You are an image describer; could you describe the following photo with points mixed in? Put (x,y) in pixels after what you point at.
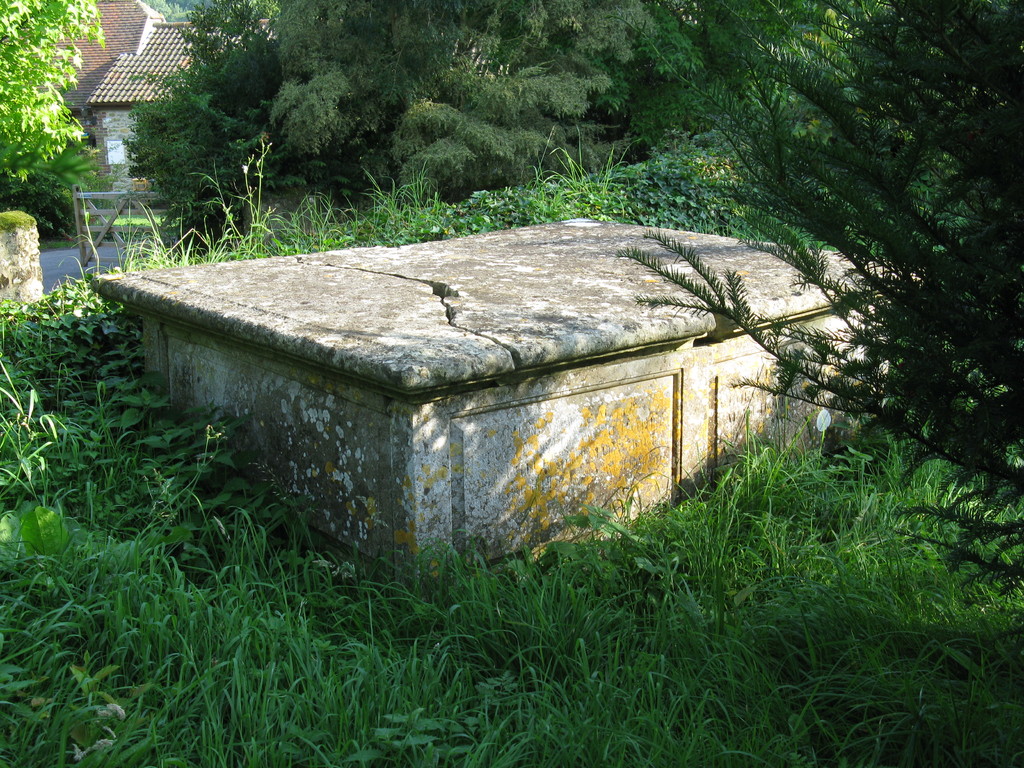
In this image I can see the tomb (354,499). Around the tomb (316,369) there are many trees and the grass (289,602). To the left (57,277) I can see the road (68,262) and the wooden railing (105,221). In the back (98,98) there is a house (102,127) with brown color roof (103,83).
